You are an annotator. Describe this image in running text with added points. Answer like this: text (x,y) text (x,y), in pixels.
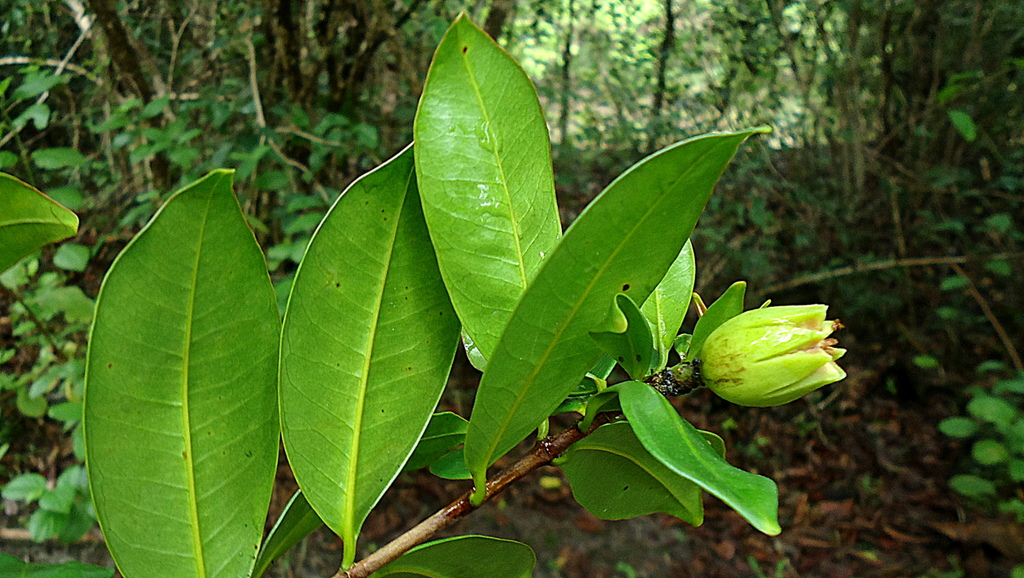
In this image we can see a flower (750,366), stem (460,510) and leaves (300,452). In the background (927,211), we can see trees (925,214).
